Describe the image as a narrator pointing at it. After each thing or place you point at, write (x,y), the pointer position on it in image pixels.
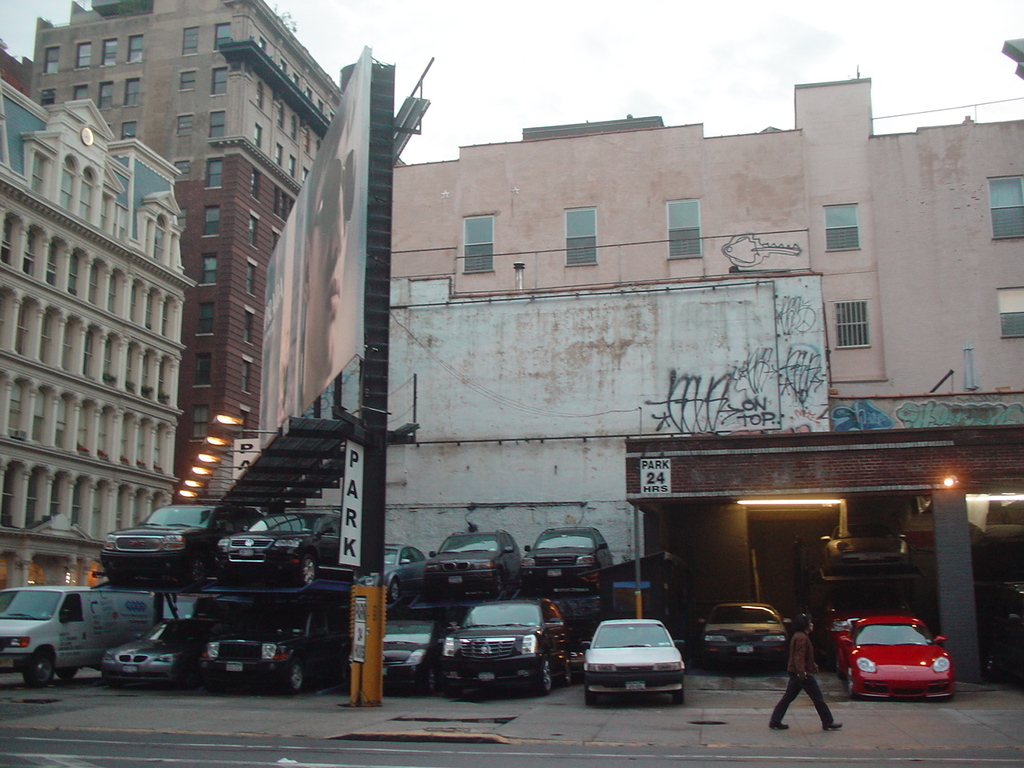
In the image there is a person (799,652) walking on the footpath (570,742) with many cars (626,648) behind him in front of building (572,186), on the left side (237,193) there are street lights (216,436) followed by buildings (97,143) in the background (33,133) and above its sky (699,14).
